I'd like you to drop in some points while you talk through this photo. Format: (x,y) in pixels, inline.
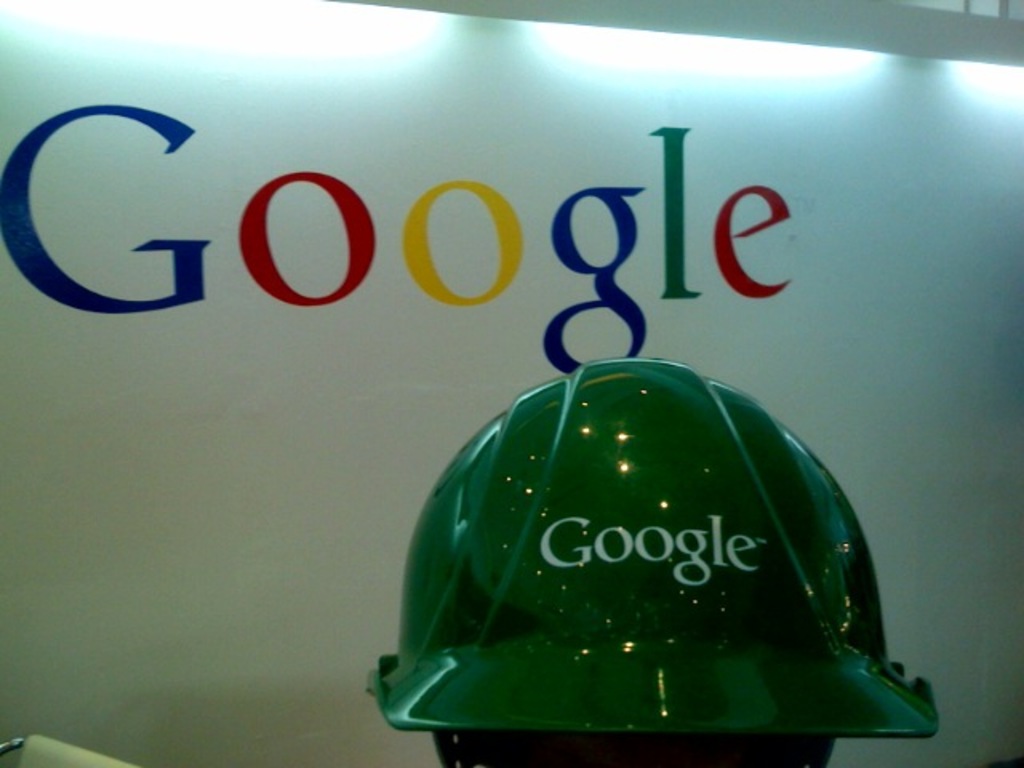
In this picture we can observe a green color helmet (678,657). In the background (292,484) there is a wall (359,385) on which the word google (678,212) can be seen. There are lights (643,55) here.
